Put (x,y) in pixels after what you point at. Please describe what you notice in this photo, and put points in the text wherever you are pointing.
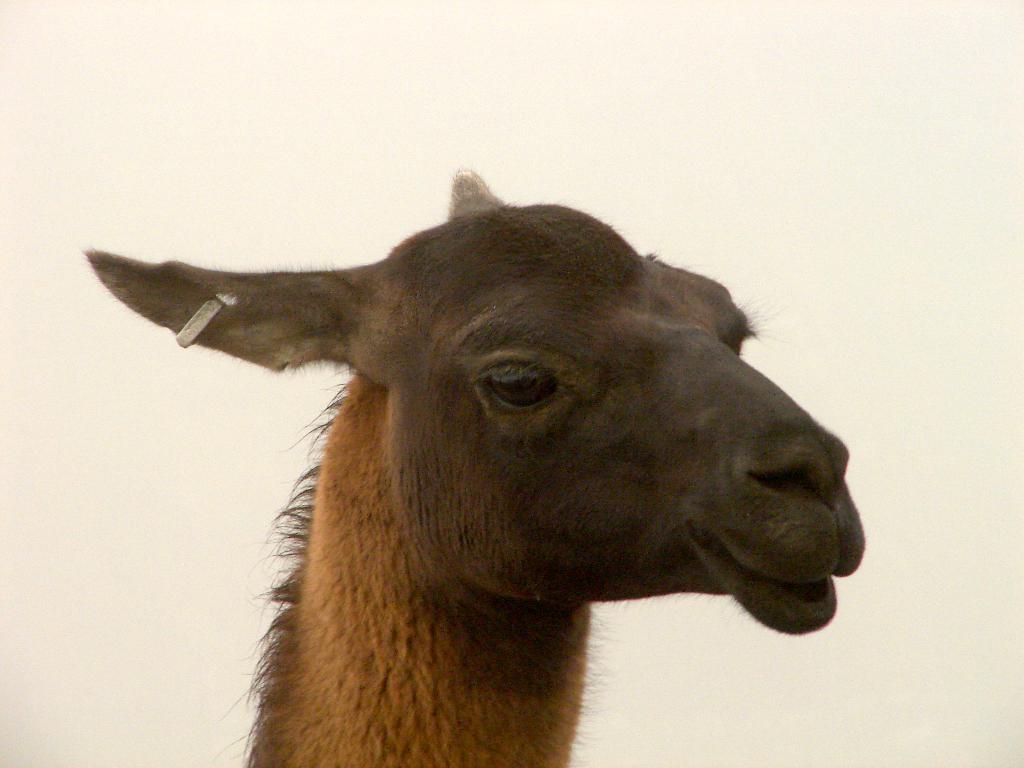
In the image we can see there is an animal (509,535) and there is an earring (208,313) in his ear (215,319).
